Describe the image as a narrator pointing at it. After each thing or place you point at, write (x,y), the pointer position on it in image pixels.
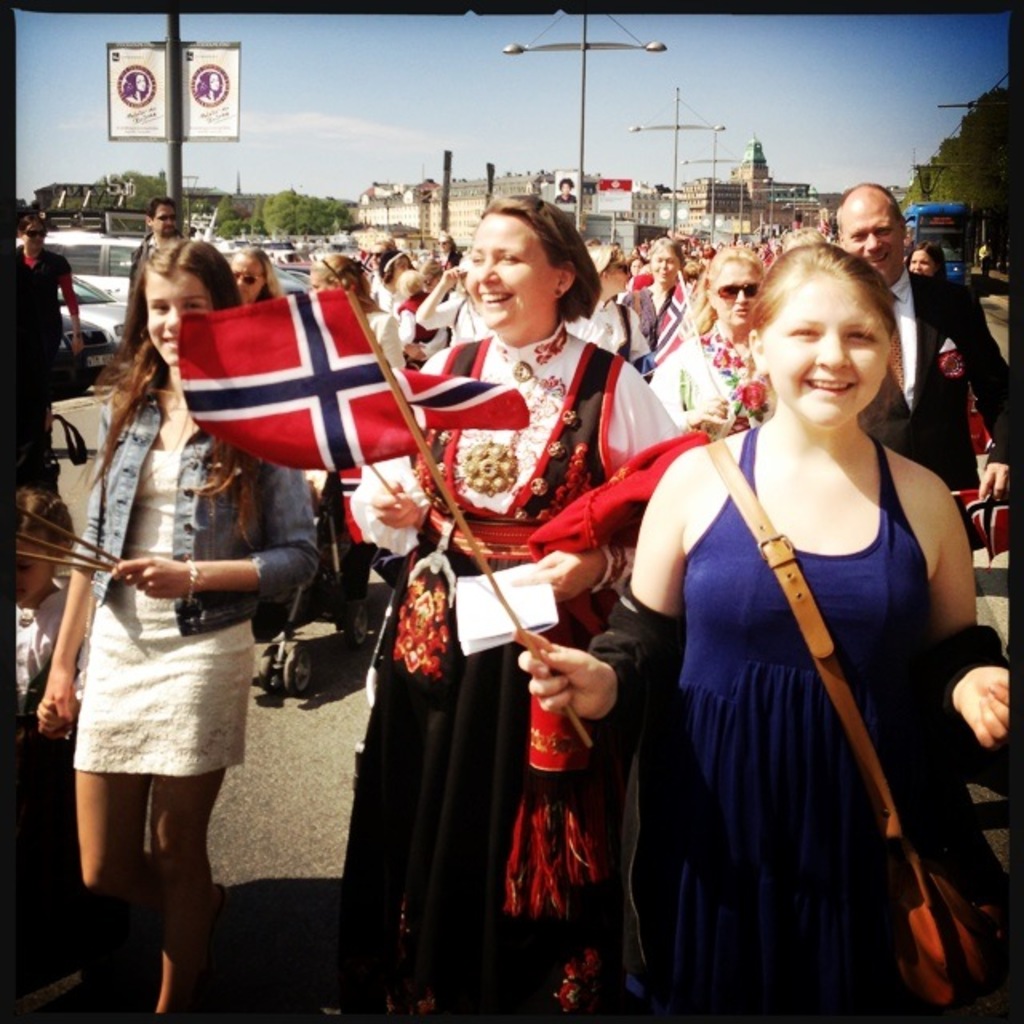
In this image we can see some people (676,448) standing on a road (314,676) and holding flags (301,385) and paper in their hands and in the background (303,205) there are some trees (290,205), buildings (428,191), a bus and the sky (360,65).
